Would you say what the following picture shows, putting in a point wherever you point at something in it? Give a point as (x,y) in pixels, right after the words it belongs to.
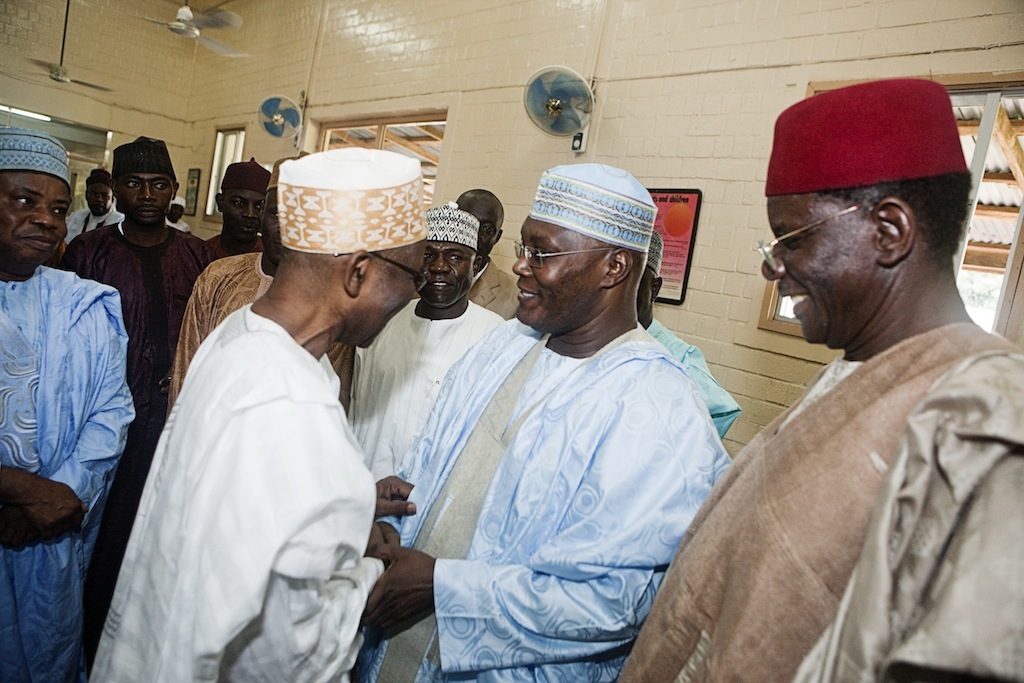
In this image I can see a group of people (489,421). On the right (986,244), I can see the window (994,192). At the top (154,22) I can see the fans (285,106).
